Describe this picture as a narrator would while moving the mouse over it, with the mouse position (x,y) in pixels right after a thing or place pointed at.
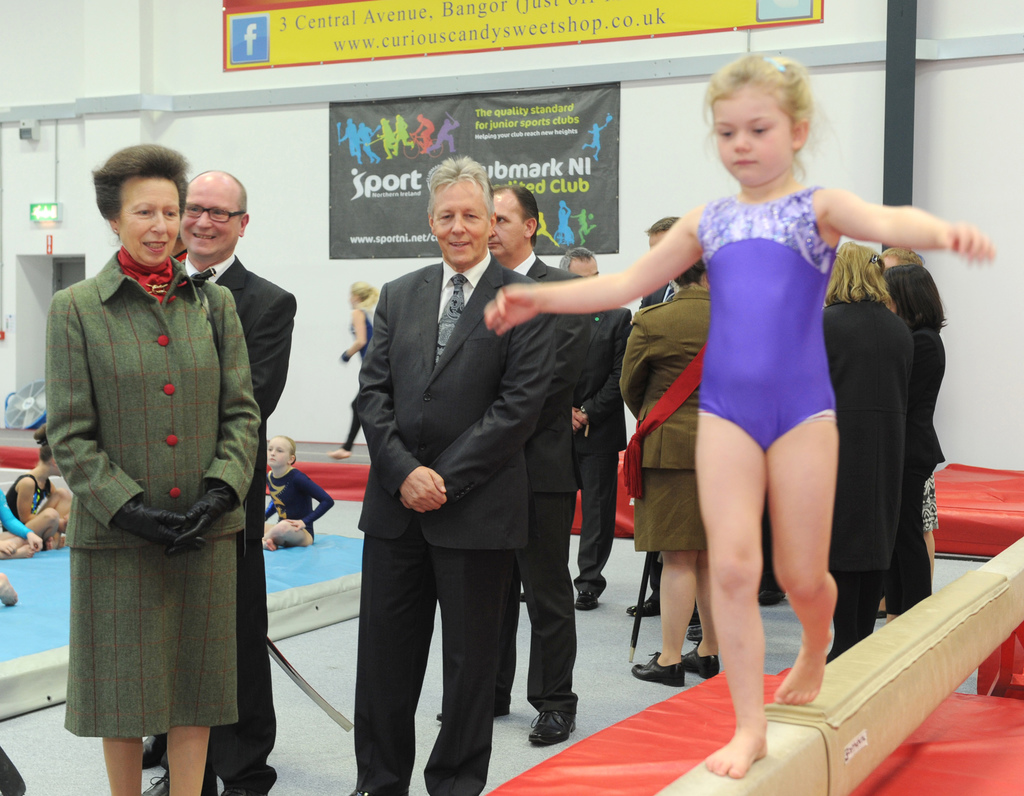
In this picture we can see a few people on the colorful objects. There are some people (439,201) standing on the floor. We can see the text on the objects (386,163). There are other objects (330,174).
